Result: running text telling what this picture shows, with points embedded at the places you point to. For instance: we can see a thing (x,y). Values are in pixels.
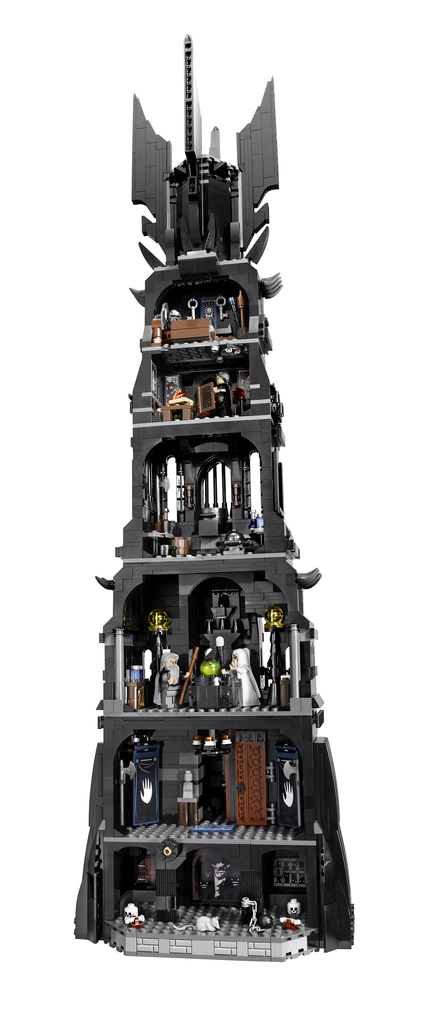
In this picture, there is a toy (253,381) which is in black in color and the background (379,250) is white.
